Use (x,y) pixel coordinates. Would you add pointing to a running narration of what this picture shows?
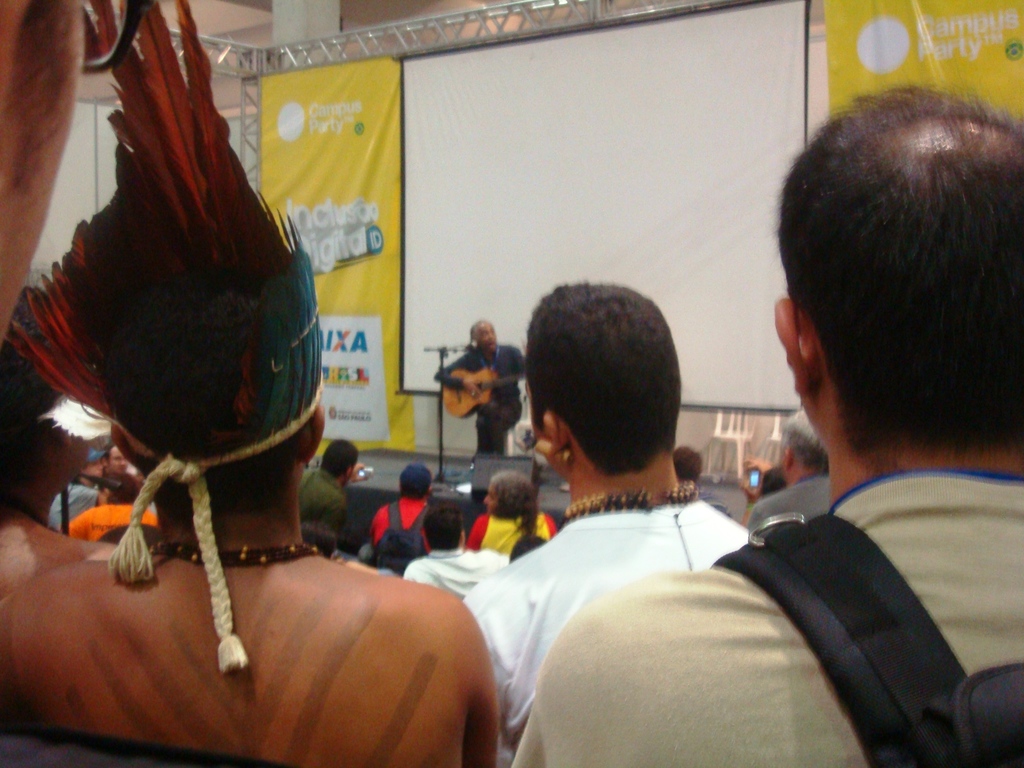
In this image, we can see persons (609,648) wearing clothes (626,686). There is a person (482,354) in the middle of the image (505,372) playing a guitar (483,393) in front of the screen (692,246). There is a metal frame (410,37) at the top of the image (431,33). There is a person (259,499) on the left side of the image (161,211) wearing a hat (280,275).
